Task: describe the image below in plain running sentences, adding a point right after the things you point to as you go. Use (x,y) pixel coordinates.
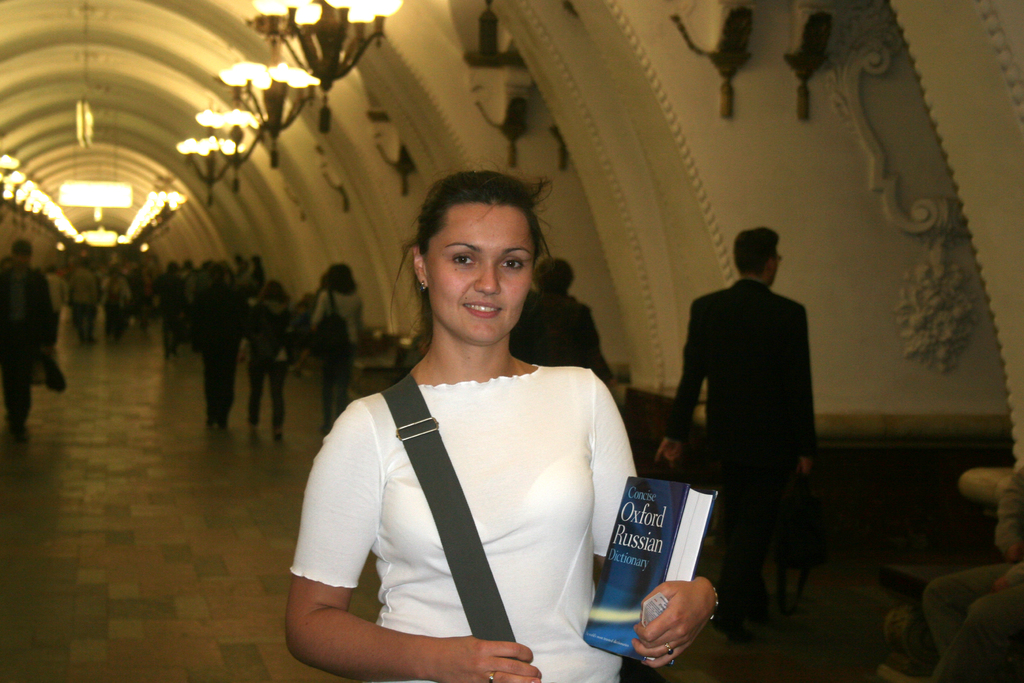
Here we can see a woman (434,650) holding a book (675,552) and she is smiling. This is floor (128,563) and there are lights (301,73). In the background (279,404) we can see group of people (282,372) and there is a wall (326,210).
